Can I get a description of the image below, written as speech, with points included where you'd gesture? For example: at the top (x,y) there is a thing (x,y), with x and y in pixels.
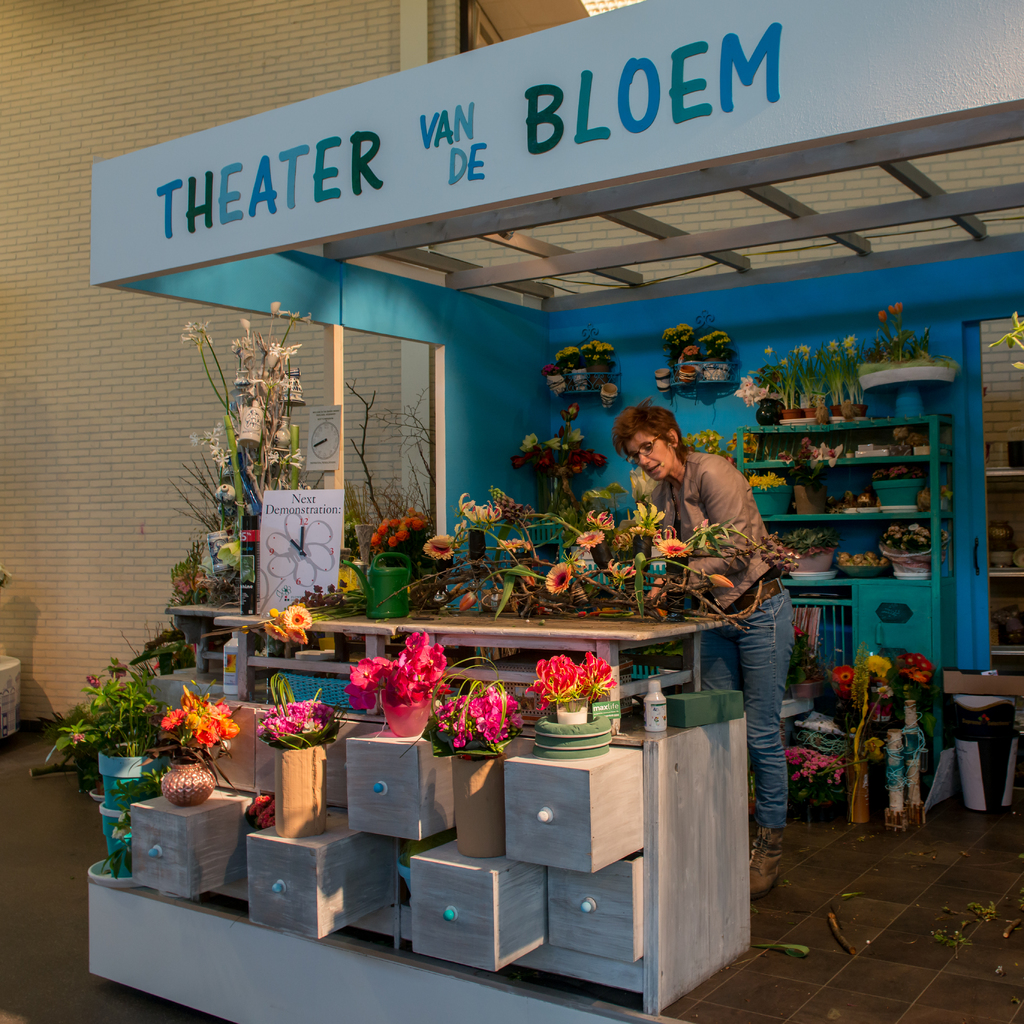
In this image we can see a person (714,474) wearing the glasses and standing. We can see the flower pots (494,756), racks (925,433) and also the building wall (51,69) in the background (176,534). We can also see the path (858,913). We can see a board (295,521).
